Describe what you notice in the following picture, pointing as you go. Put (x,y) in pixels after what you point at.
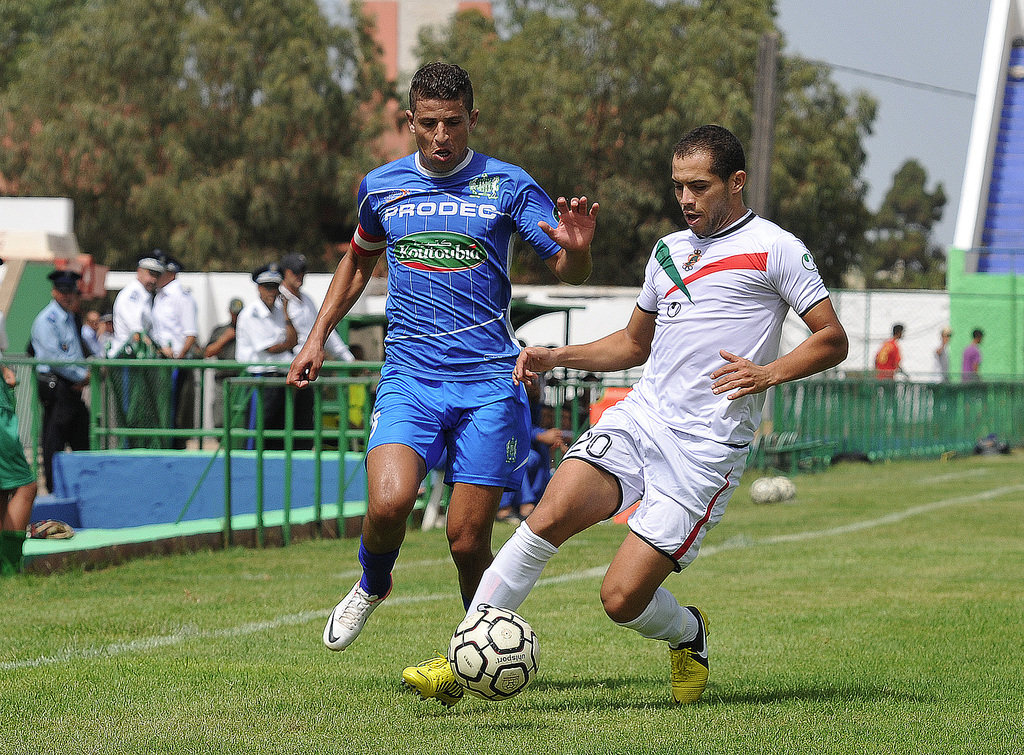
In this image there are two persons (447,423) who are playing football. On the right side (709,346) there is one person (671,485) who is wearing white jersey (680,399) and he is kicking a ball (495,642) on the left side (321,315) there is another person (426,319) who is wearing blue jersey (442,305) and he is running towards ball (499,655) on the left side (133,307) there are some people (133,307) who are standing and watching. On the bottom of the image (281,663) there is some grass (445,623) on the background of the image (186,130) there are some trees (234,58) and sky (912,75) on the right side (967,349) there are some people (938,358) who are walking and on the top of the right corner (1005,224) there are some stairs (997,201) and in the middle of the image (576,315) there is one wall (612,303).
